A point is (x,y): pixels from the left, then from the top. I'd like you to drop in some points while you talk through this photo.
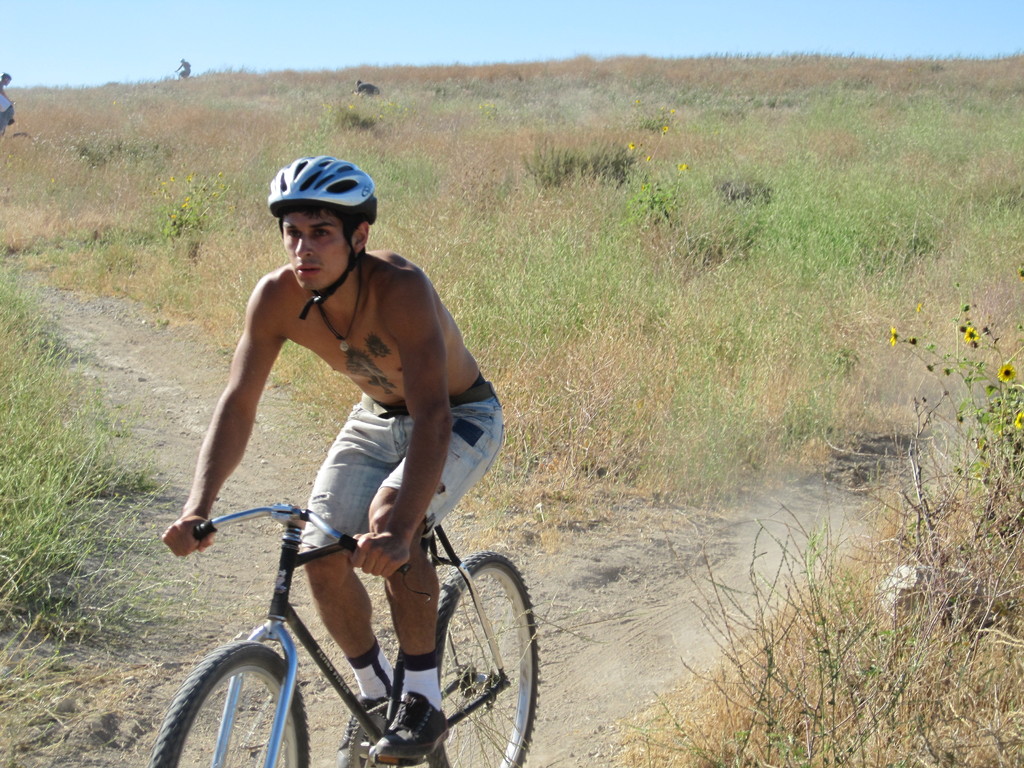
in this picture we can see a person (331,492) riding a cycle (313,519) by wearing a helmet (345,272), we can also see a grass (544,377), we can also see the clear sky (76,43).
